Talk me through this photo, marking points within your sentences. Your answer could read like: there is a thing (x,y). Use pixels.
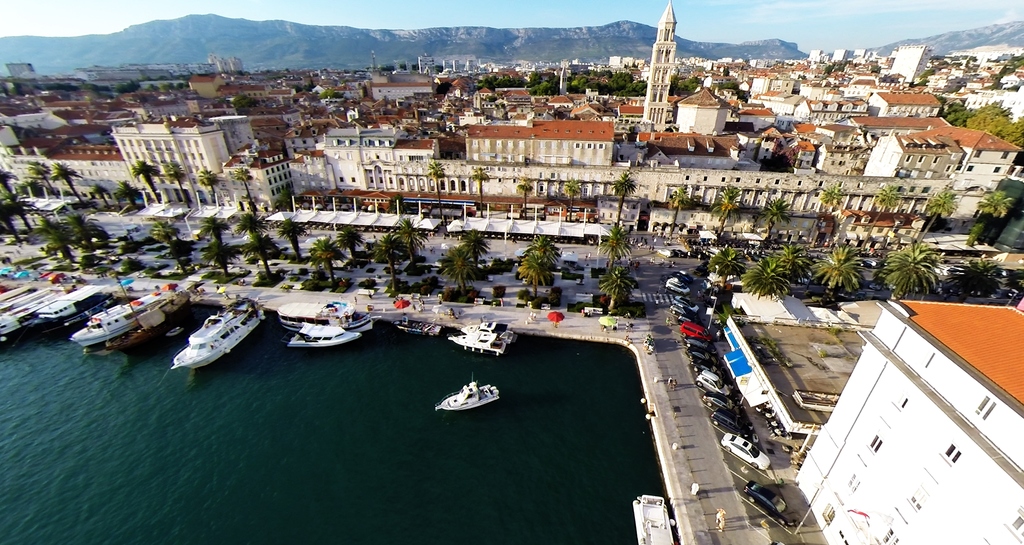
In this image I can see ships (496,396) on the water (388,473). There are vehicles (706,351) on the road (651,279). There are trees (801,262) and, many buildings (963,460). There are mountains (524,31) at the back (466,34).
